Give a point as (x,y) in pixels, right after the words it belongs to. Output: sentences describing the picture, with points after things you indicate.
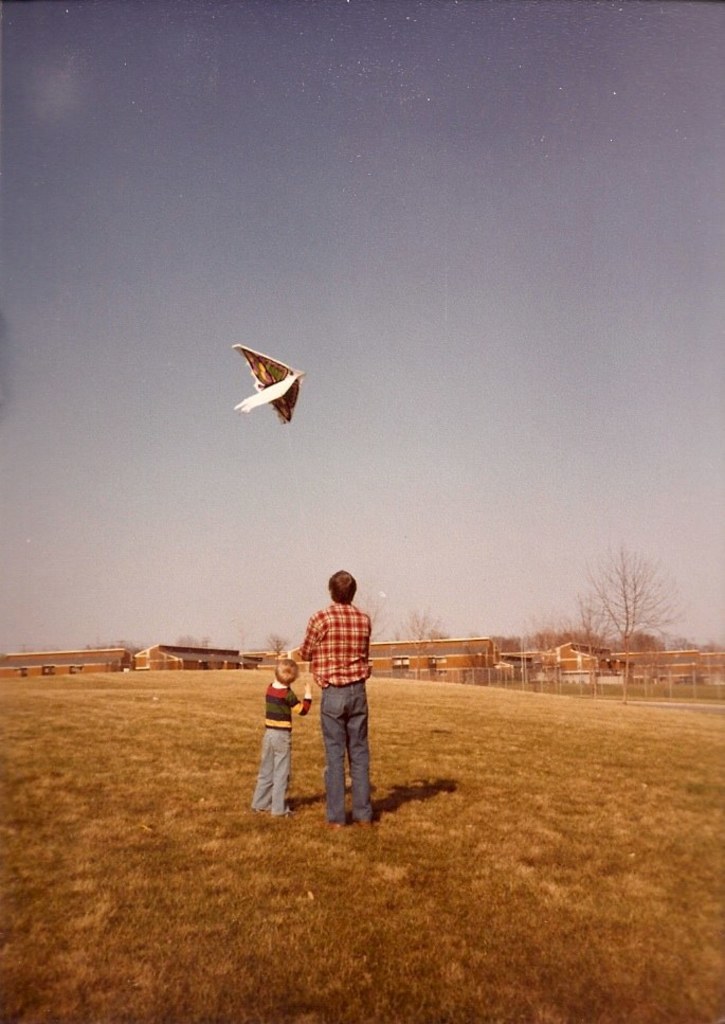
In this image we can see two persons (347,740) are standing on the grass (389,880). There is an object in the air (267,491). In the background (275,449) we can see buildings (601,678), trees (578,633) and the sky (329,310).
